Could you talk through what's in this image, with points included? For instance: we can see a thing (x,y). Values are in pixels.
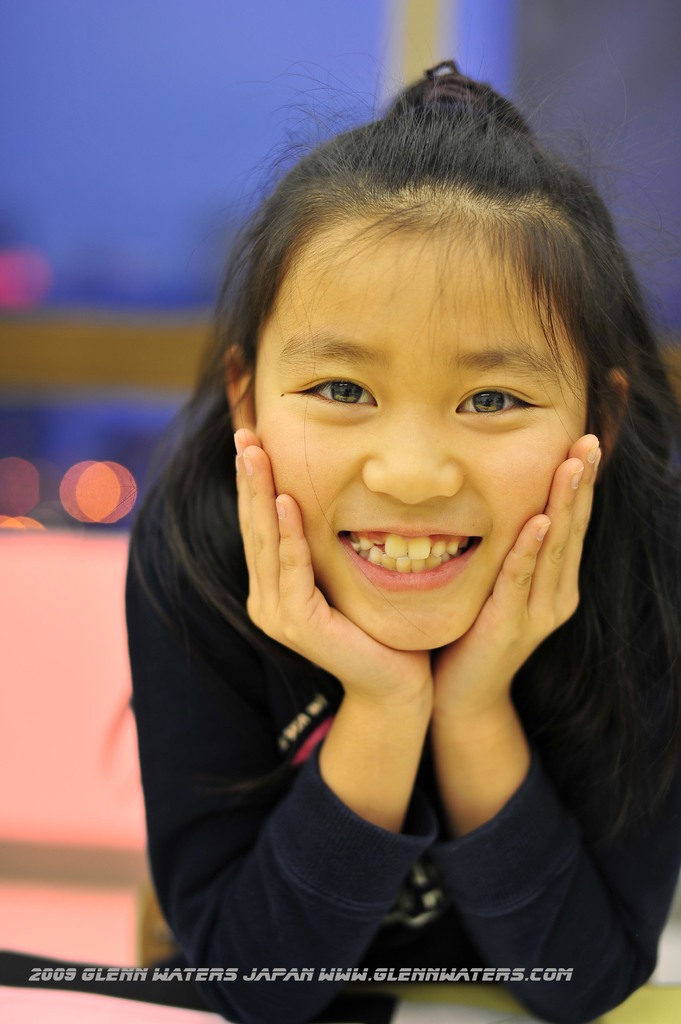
In the picture I can see a girl (526,414) and there is a pretty smile on her face (463,313).
